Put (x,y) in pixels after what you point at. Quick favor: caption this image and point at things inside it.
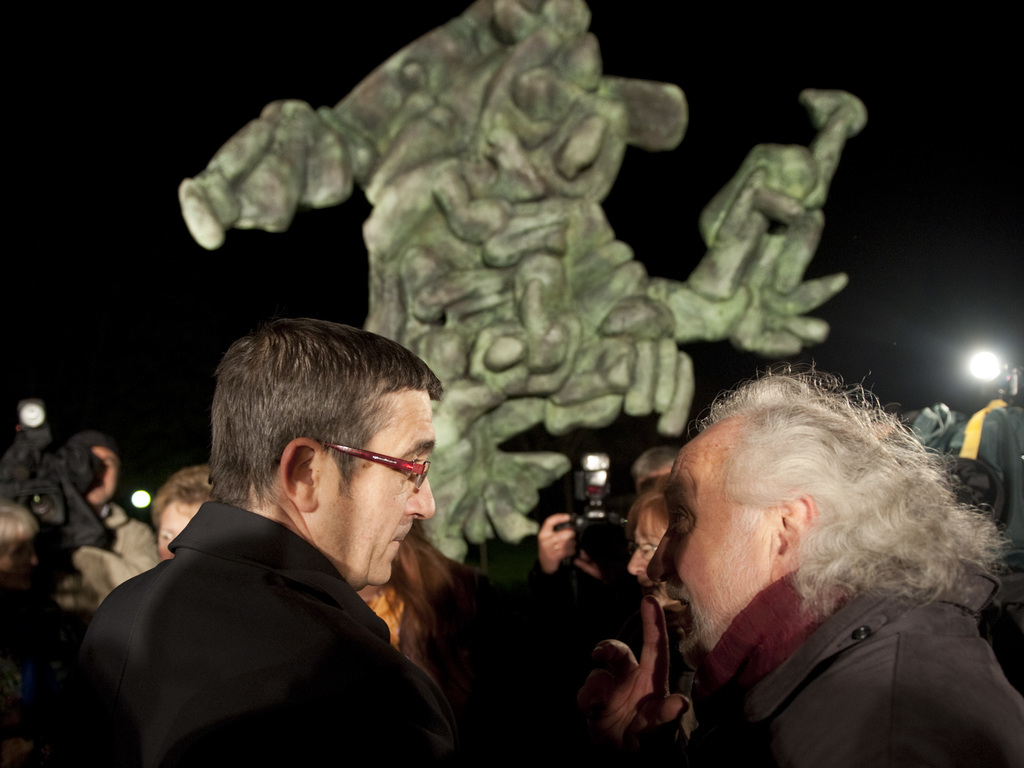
In this there is a man (345,480) who is wearing spectacle (390,463) and black jacket (297,715). Beside him there is an old man (792,687) who is wearing grey jacket (944,695). In the background (550,573) we can see some people (591,570) were holding the cameras (585,544). Behind them there is a statue (562,304). In the top left (93,151) there is a darkness (95,142).
